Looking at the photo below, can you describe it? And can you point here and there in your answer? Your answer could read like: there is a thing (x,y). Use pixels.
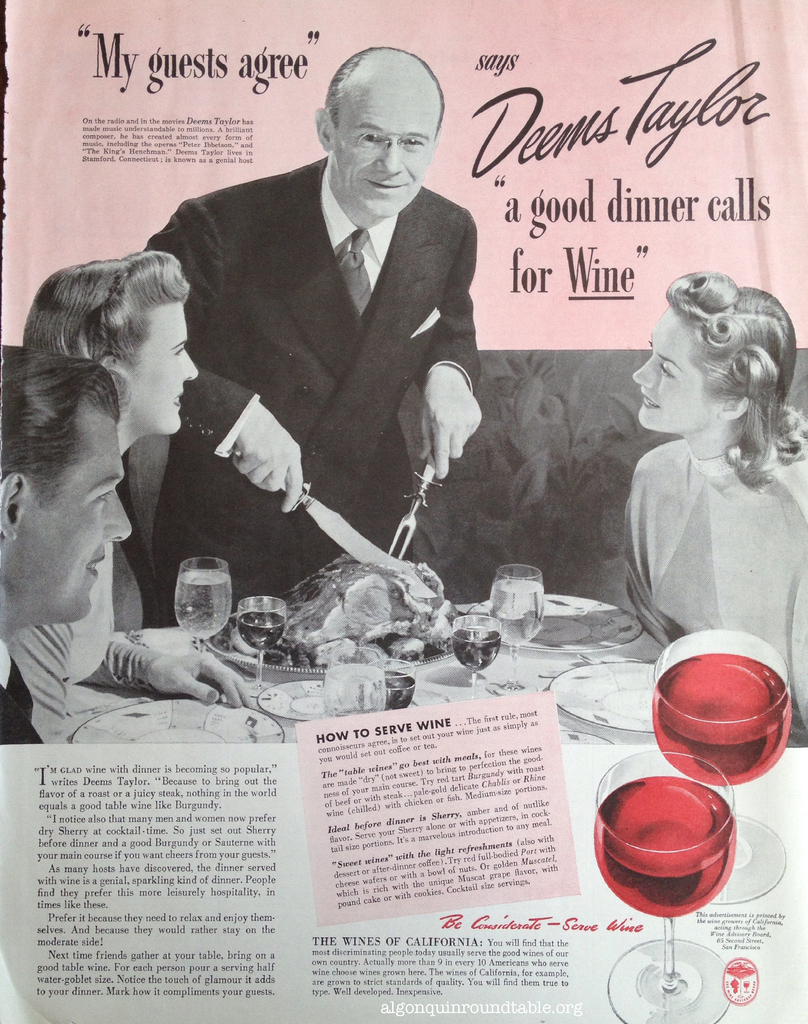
In this picture we can see poster (490,475), on this poster (563,487) we can see people (781,520) and we can see glasses (520,614), plates (199,711) and food (351,624) on the table (441,664) and some information (369,821).
